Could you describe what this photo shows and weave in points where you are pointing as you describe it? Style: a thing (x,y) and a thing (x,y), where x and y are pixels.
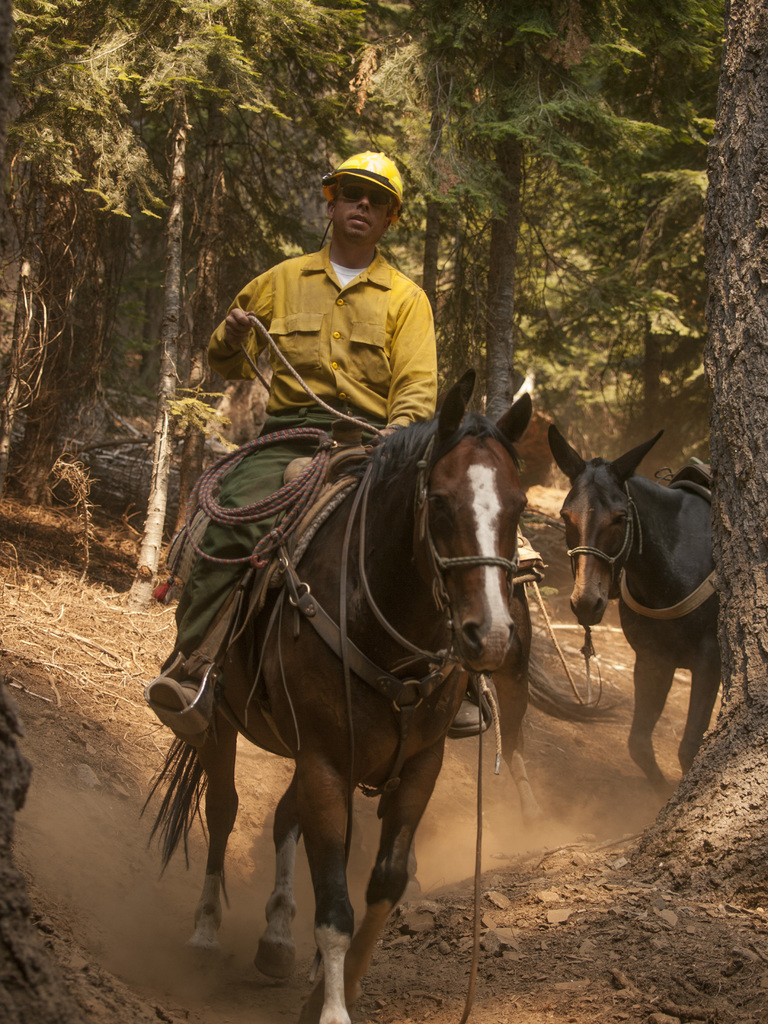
In this image, we can see a person (239,579) riding a horse (298,695) and holding a rope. In the background (221,377), we can see trees (184,347) and horses (658,554).
